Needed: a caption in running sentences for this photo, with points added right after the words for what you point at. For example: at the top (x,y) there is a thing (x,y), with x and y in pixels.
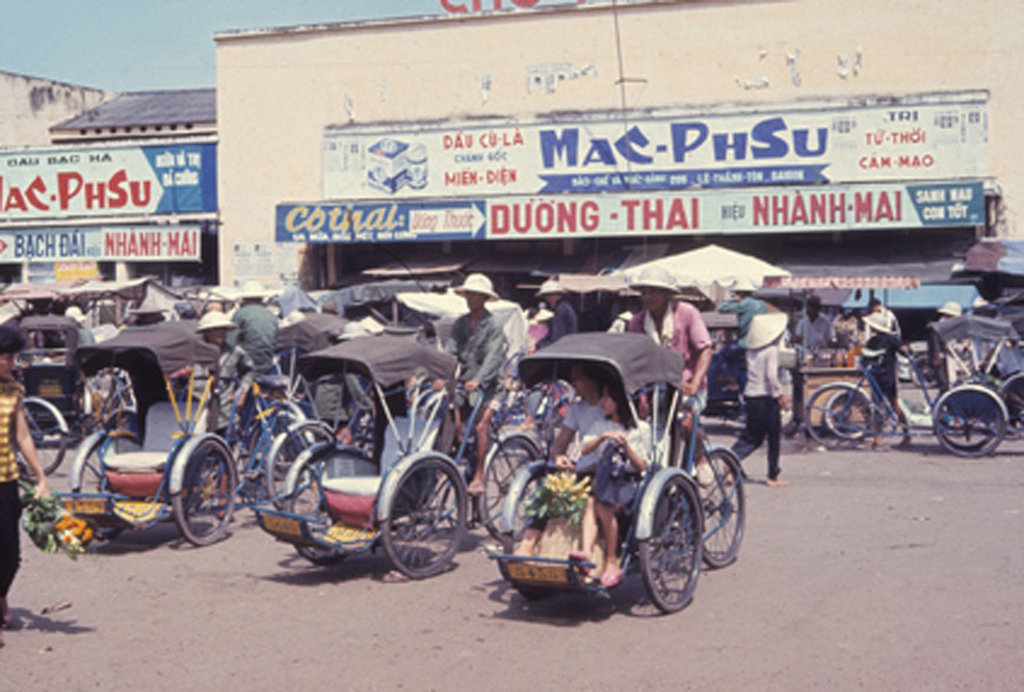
In this picture we can see some vehicles (319,433) are on the road (151,547), few people (8,485) are walking, behind we can see some buildings (258,113).
